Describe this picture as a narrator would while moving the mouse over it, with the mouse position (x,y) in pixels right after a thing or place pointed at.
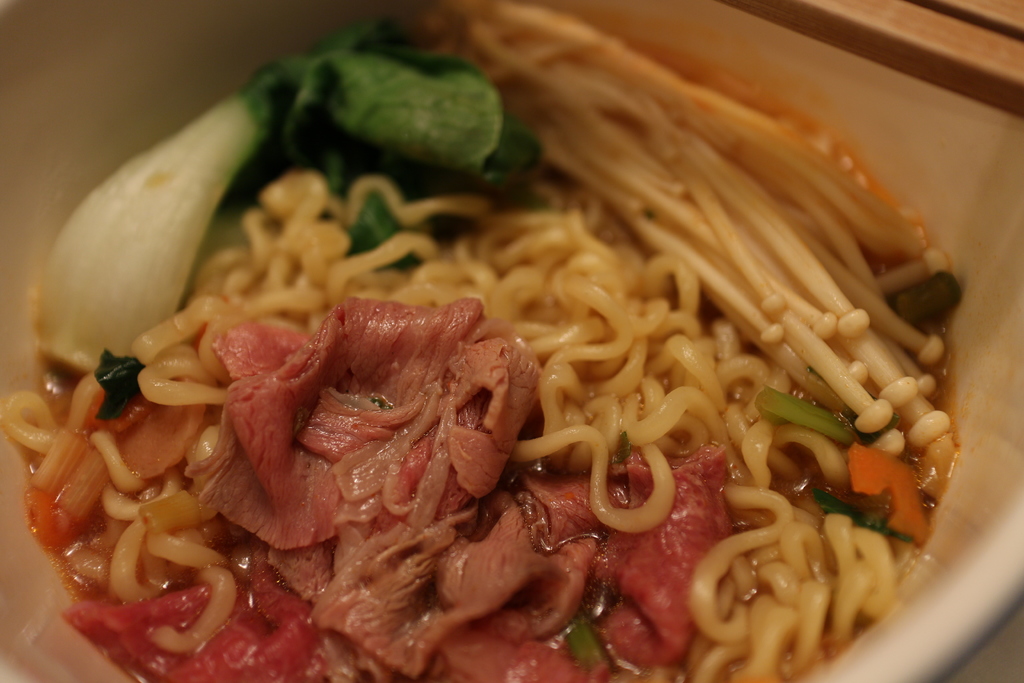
In this picture we can see a table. On the table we can see a bowl (1021,444) which contains food (457,390).
